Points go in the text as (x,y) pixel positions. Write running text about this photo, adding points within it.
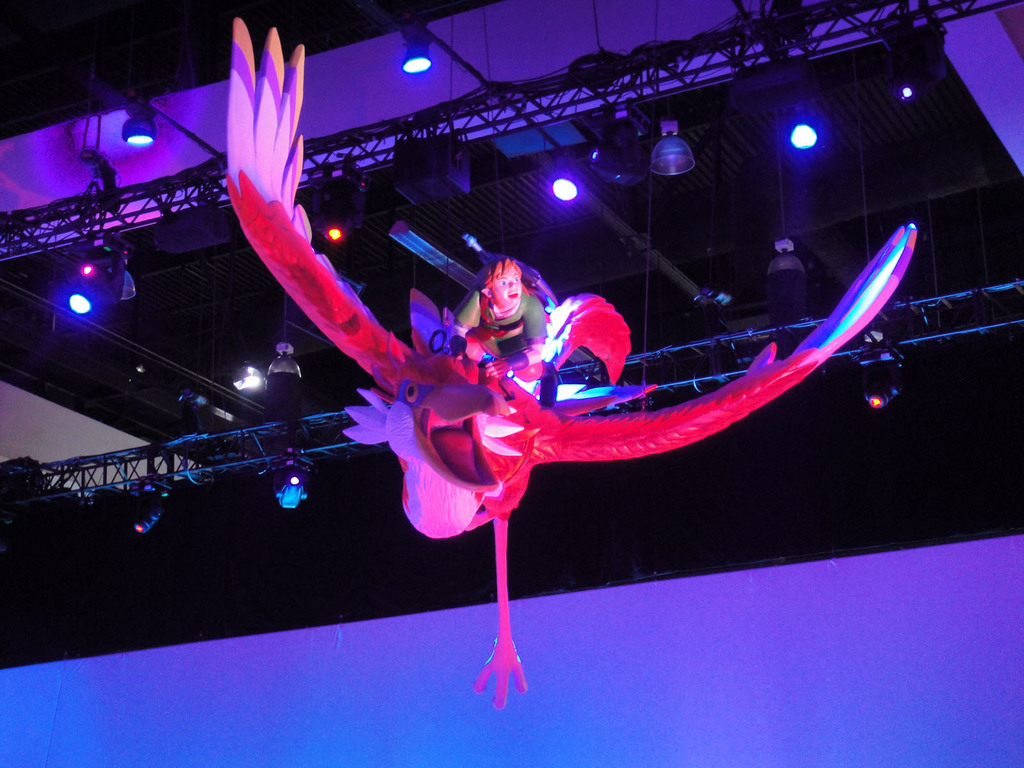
In this image we can see an object (502,363) which looks like a statue (473,445) which represents a person (510,335) sitting on bird (617,450) and in the background (63,206), we can see stage lighting (246,375) attached to the poles (596,368).
